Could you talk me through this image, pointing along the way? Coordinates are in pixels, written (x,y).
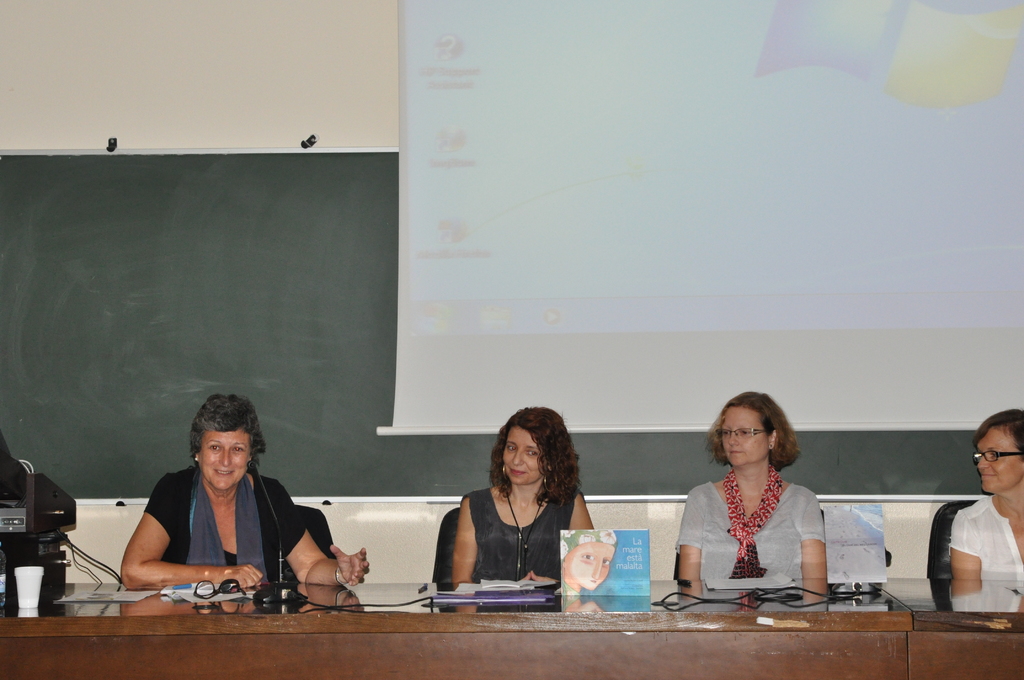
In this picture there are people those who are sitting on chairs (933,532), and there is a table (314,611) in front of them, there is a board (372,354) and a projector screen (406,170) behind the ladies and there is a computer (20,473) at the left side of the image (4,544).
